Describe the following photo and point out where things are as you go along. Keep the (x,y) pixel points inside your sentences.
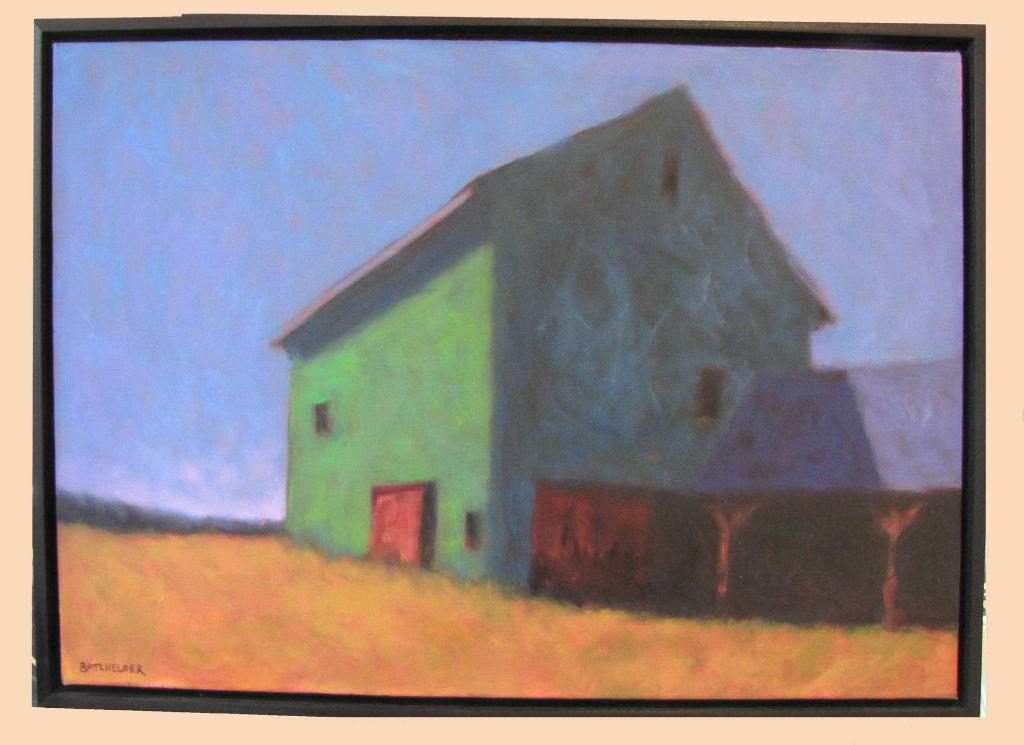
In this picture I can see painting (327,362), it looks like a house (570,398) and I can see text (125,667) at the bottom left corner of the picture (93,665).
